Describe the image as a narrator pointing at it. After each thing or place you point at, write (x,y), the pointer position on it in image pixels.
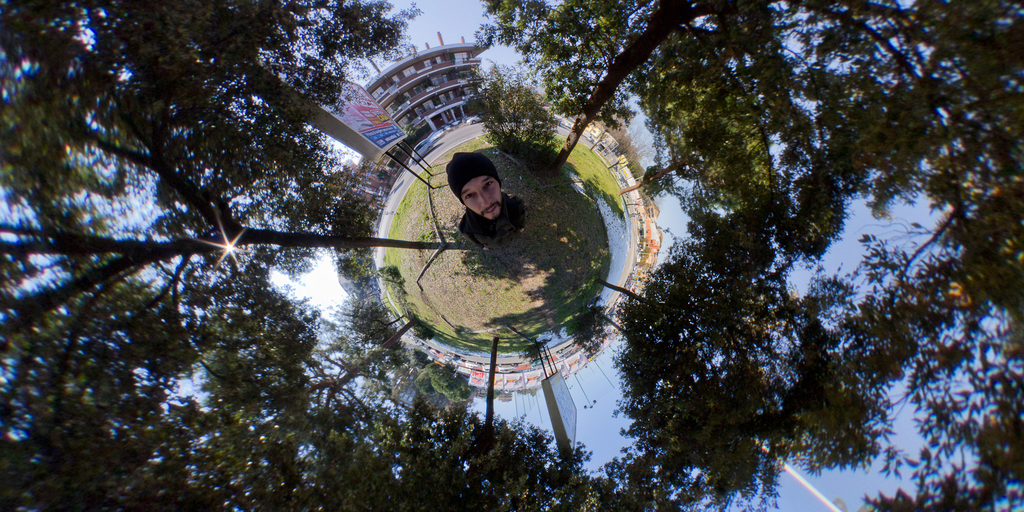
In this image there is a person (493,207) standing on a land (463,275), around him there are plants (526,430), in the background (430,112) there is a building (411,93) and a board (376,140), on that board (374,134) there is some text (376,140).
